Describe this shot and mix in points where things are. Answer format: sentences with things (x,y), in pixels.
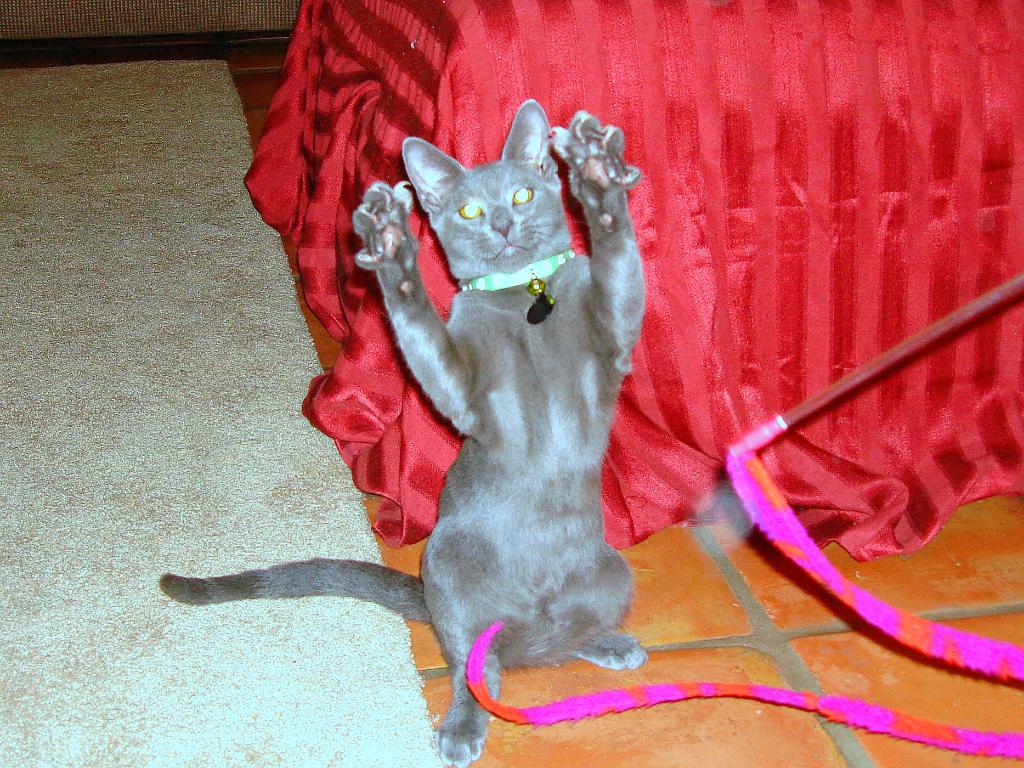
In this image I can see the brown colored floor (649,652), the floor mat (127,418) and a cat (513,413) which is ash in color. I can see a stick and a pink and orange colored cloth (774,690) tied to the stick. I can see a red colored cloth (706,204) behind the cat (490,512).
